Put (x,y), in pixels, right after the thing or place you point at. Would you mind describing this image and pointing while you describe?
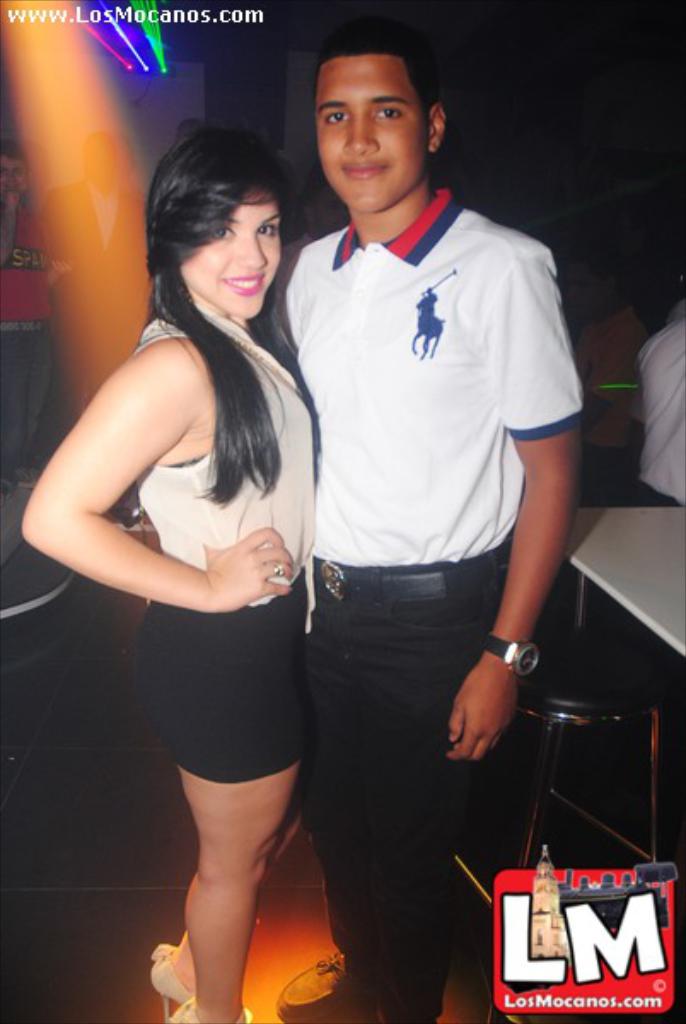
This picture shows a man (391,334) and a woman (246,420) standing. We see smile on the faces (259,231) and text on the top left corner (114,13) and logo (554,889) on the bottom right corner of the picture (540,899) and we see a table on the side.
